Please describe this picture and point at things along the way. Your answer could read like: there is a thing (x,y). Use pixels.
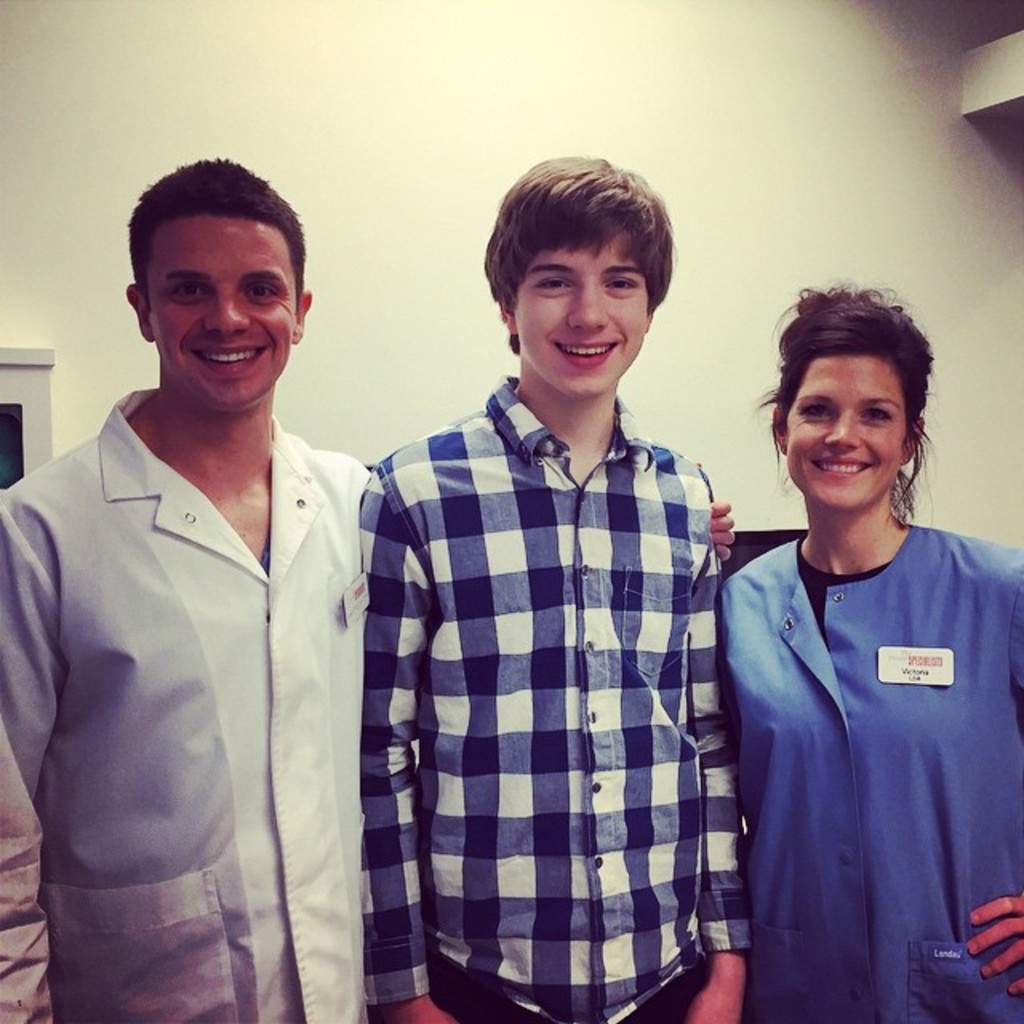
In the picture we can see two men (170,686) and a woman (878,805) standing and smiling and the woman (914,797) is wearing a T-shirt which is blue in color and men (499,763) are wearing shirts (628,456), in the background (633,41) we can see a wall (454,298) which is white in color.
